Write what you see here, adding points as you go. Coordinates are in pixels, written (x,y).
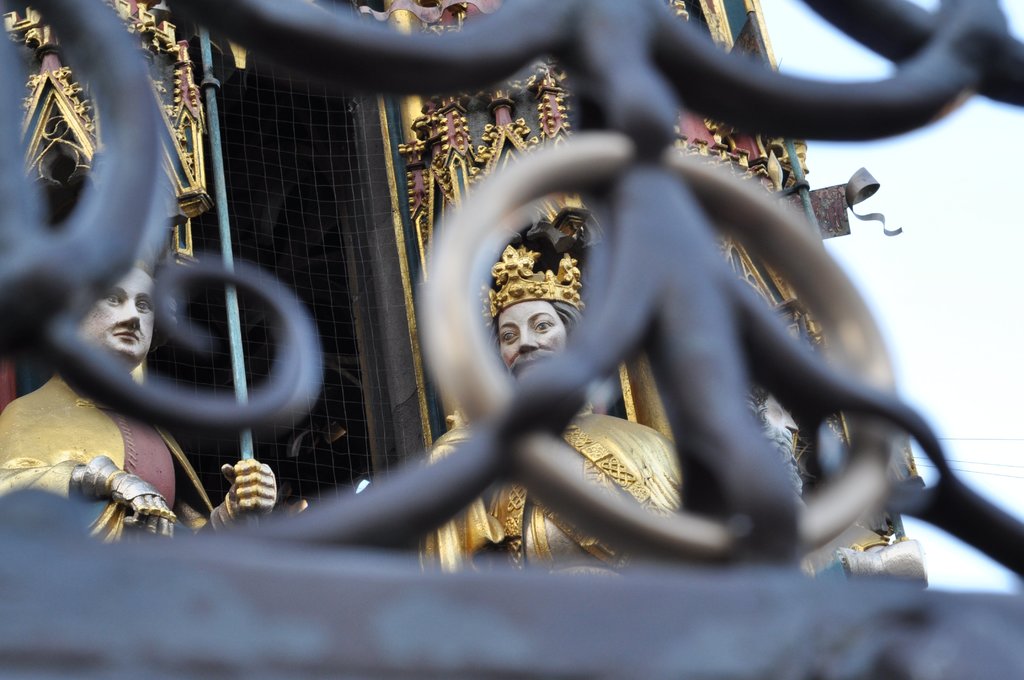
In the picture we can see an iron railing (652,548) from it, we can see a church building (535,248) near it, we can see two idols (570,543) of a person (504,489) with some gold ornaments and to the church (313,159) also we can see some gold colored sculptures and designs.
